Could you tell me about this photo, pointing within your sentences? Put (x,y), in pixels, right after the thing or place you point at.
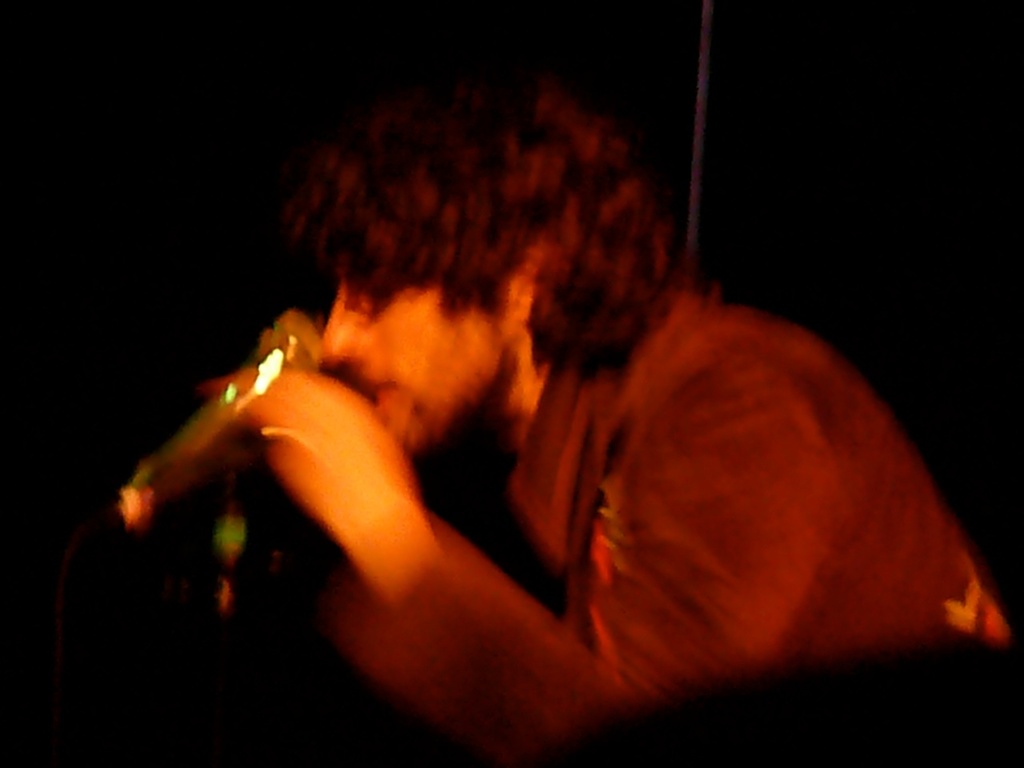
There is a person (596,381) in brown color shirt (663,487), holding a microphone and singing. The background (974,413) is dark in color.
